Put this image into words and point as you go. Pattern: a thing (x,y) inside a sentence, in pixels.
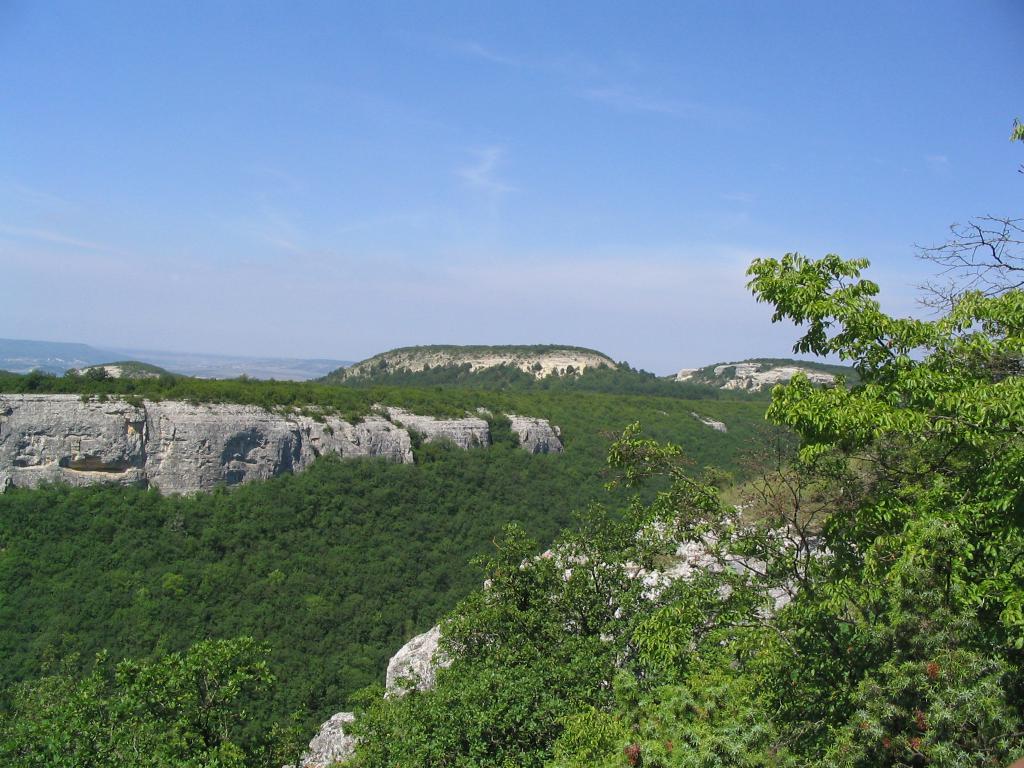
In this image, we can see hills (234,415) and trees (880,409).
